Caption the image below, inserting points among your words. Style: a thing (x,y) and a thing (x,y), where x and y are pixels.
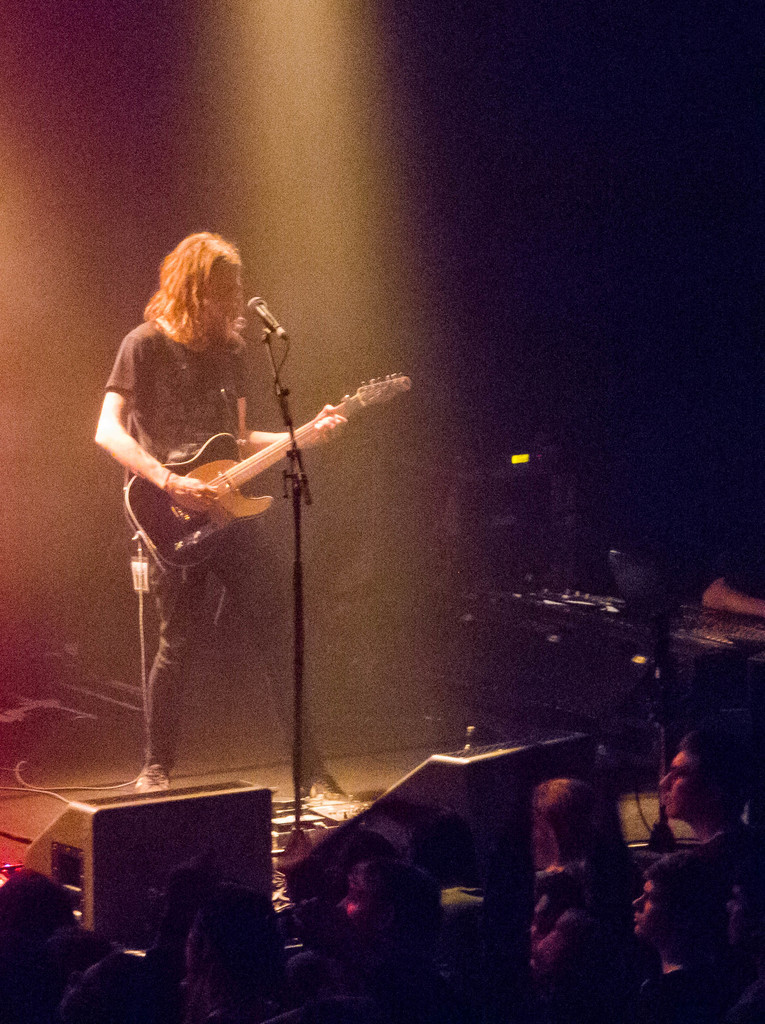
In this image I can see a person (196,306) standing and holding a musical instrument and singing in front of the microphone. In front (170,839) I can see few musical instruments (158,848), background (16,177) I can see few lights (9,166).
